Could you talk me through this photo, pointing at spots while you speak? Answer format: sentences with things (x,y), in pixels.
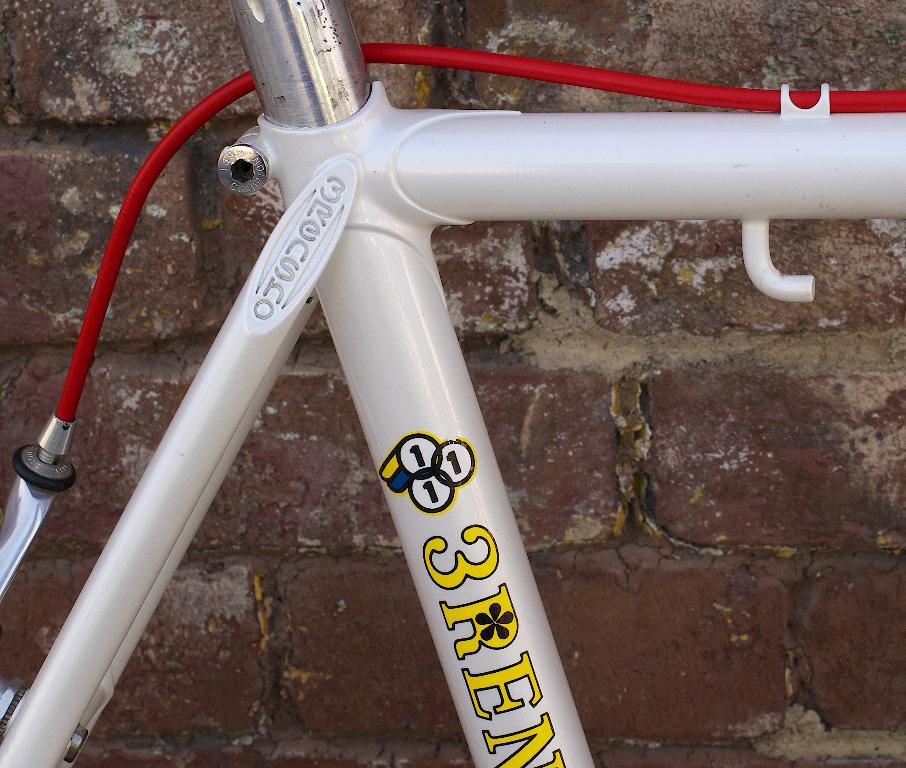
In this image we can see rods (338,96) and a cable (859,103). In the background (329,351) there is a wall (686,487).
